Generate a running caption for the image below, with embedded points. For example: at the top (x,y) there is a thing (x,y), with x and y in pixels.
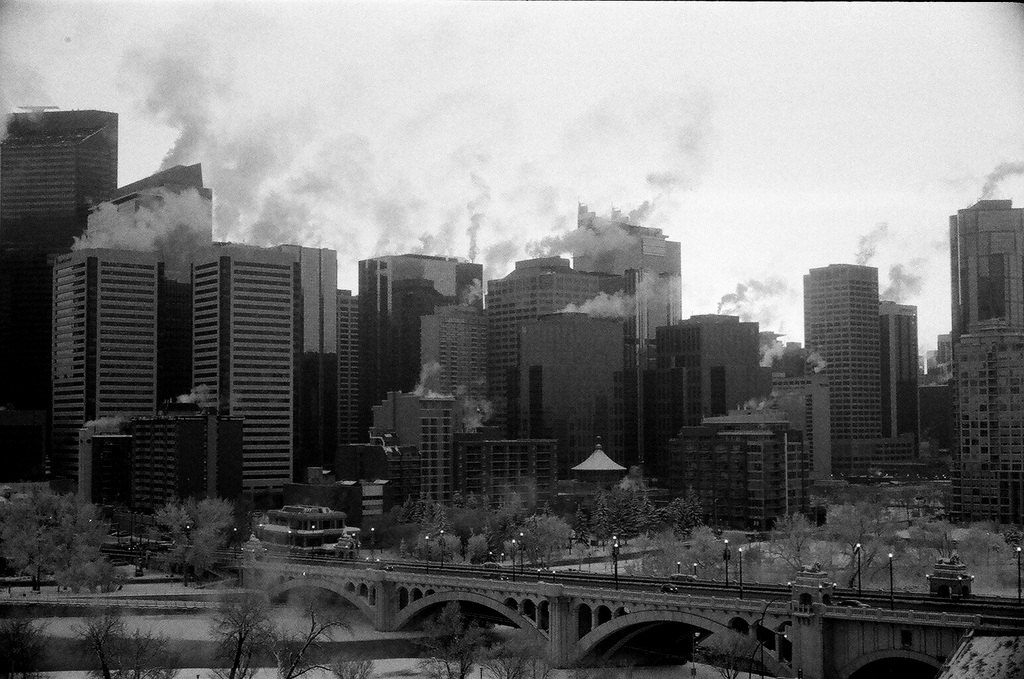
This is the picture of a city (641,449). In this image there are buildings (152,447) and trees (663,514) and street lights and there are vehicles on the road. In the foreground (631,633) there is a bridge (605,610). At the top (727,187) there is sky (781,224) and there is smoke (616,242).
